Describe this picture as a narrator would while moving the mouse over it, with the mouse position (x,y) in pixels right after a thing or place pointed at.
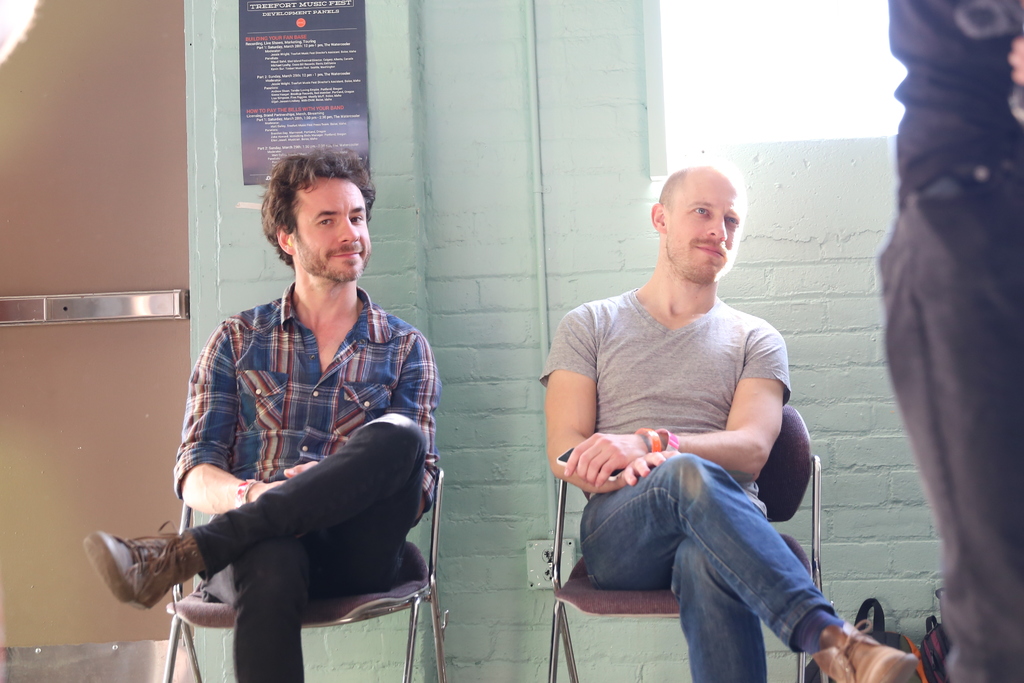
in the image we can see two persons (424,348) were sitting on the chair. On the right (924,320) we can see one person (926,300) standing. And back there is a wall (477,153), door (3,161) and few more objects (736,84).
